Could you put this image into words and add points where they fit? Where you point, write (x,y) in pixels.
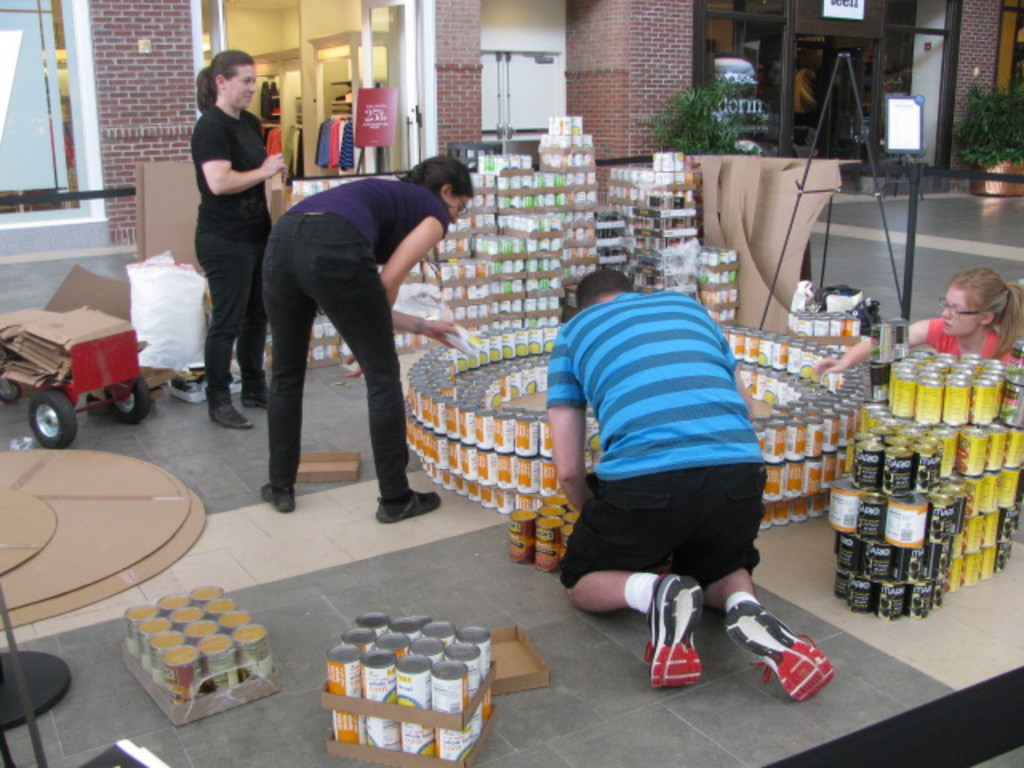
This picture describes about group of people (554,359), in front of them we can see few tins (383,647), cardboard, and a cart (54,389), in the background (657,96) we can see a building (682,74), few plants (679,107) and few clothes (342,148).
